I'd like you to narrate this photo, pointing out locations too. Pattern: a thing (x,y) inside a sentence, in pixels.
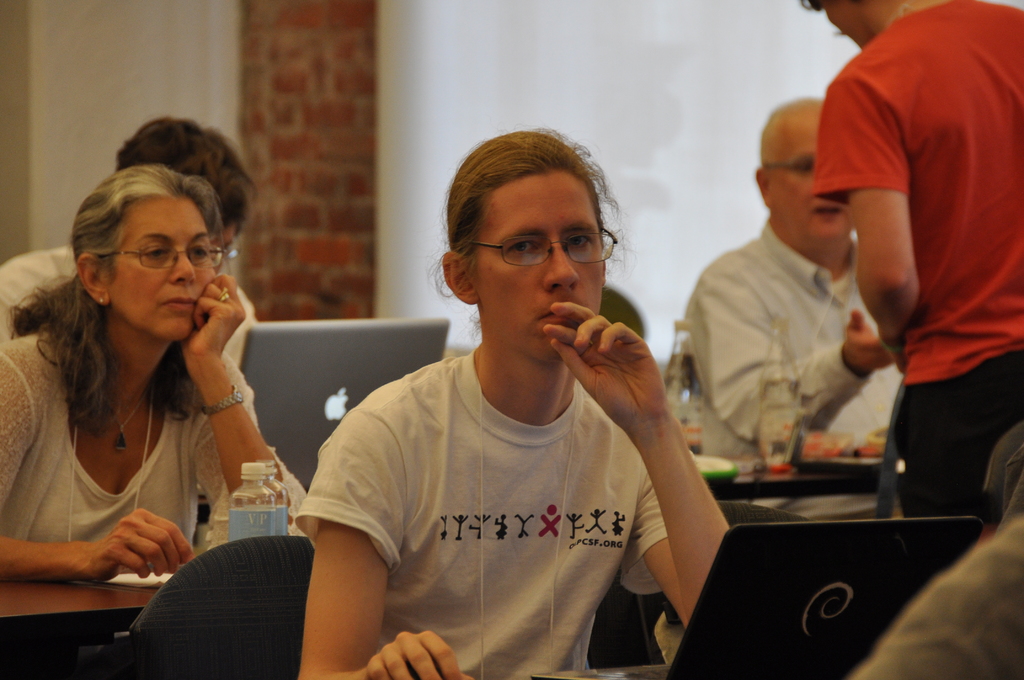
In this picture we can see a group of people (769,240) sitting on chairs (168,617) and in front of them we can see laptops (317,332), bottles (249,494) and a person (868,62) standing and in the background (121,46) we can see wall (172,41).
